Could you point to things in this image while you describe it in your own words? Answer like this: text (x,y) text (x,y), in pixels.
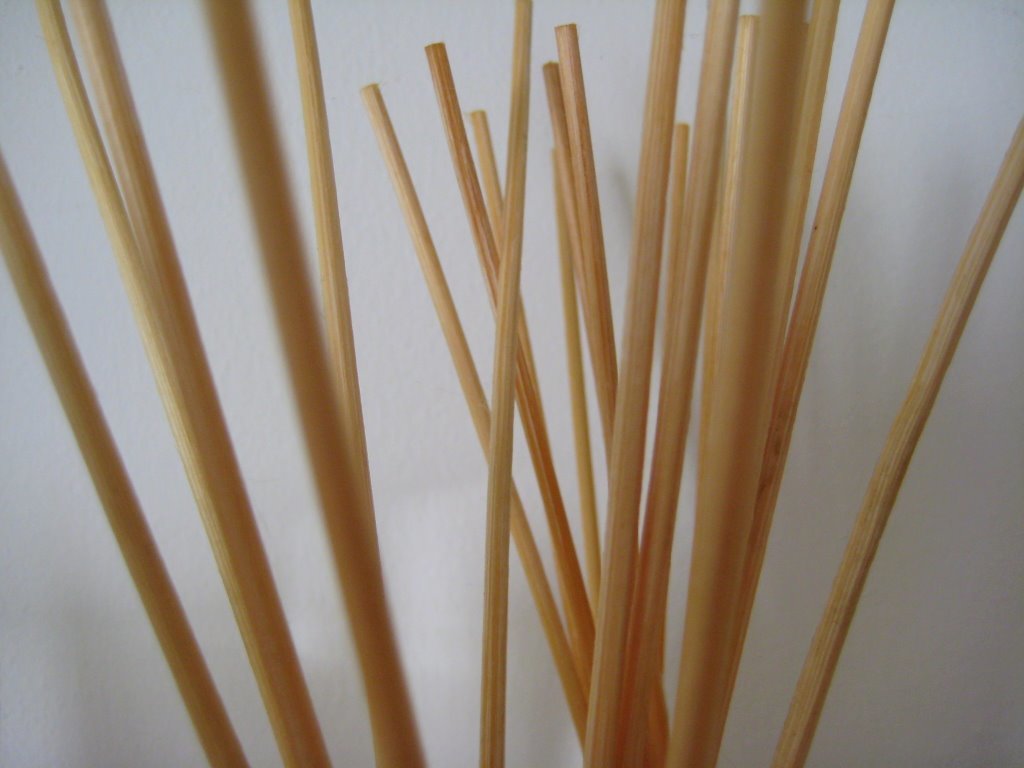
As we can see in the image, there is a white color wall (392,362) and sticks (340,457).
